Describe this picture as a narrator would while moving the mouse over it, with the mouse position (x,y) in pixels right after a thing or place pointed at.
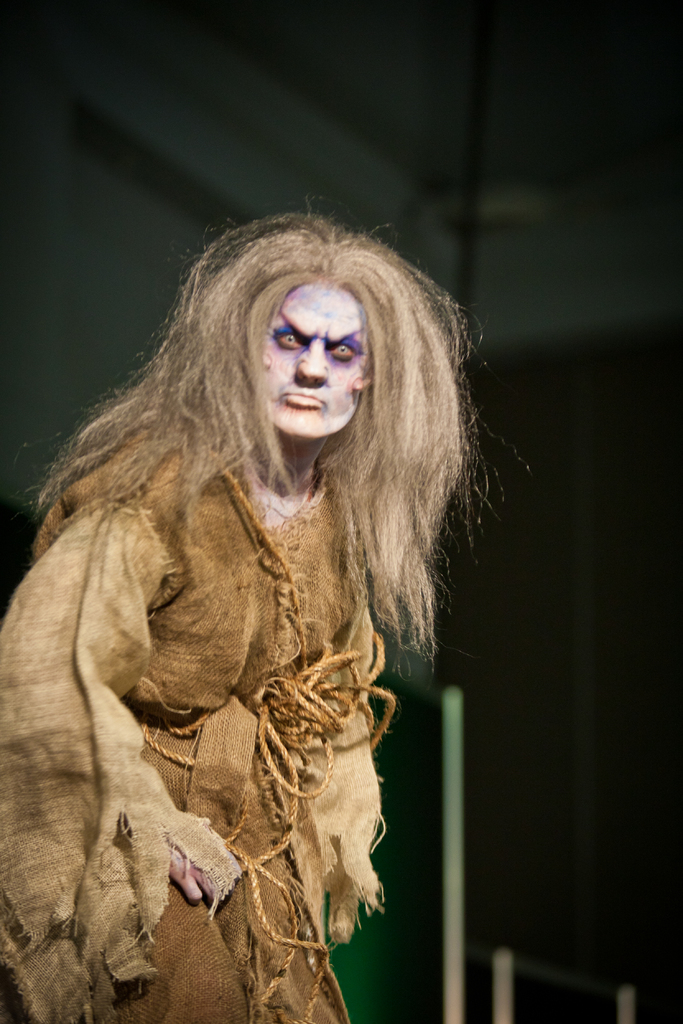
On the left side of the image (127,648) we can see a person (303,483) is wearing costume (206,649). In the background of the image (11,558) we can see the wall (613,896). At the top of the image (474,123) we can see the roof (444,207).
